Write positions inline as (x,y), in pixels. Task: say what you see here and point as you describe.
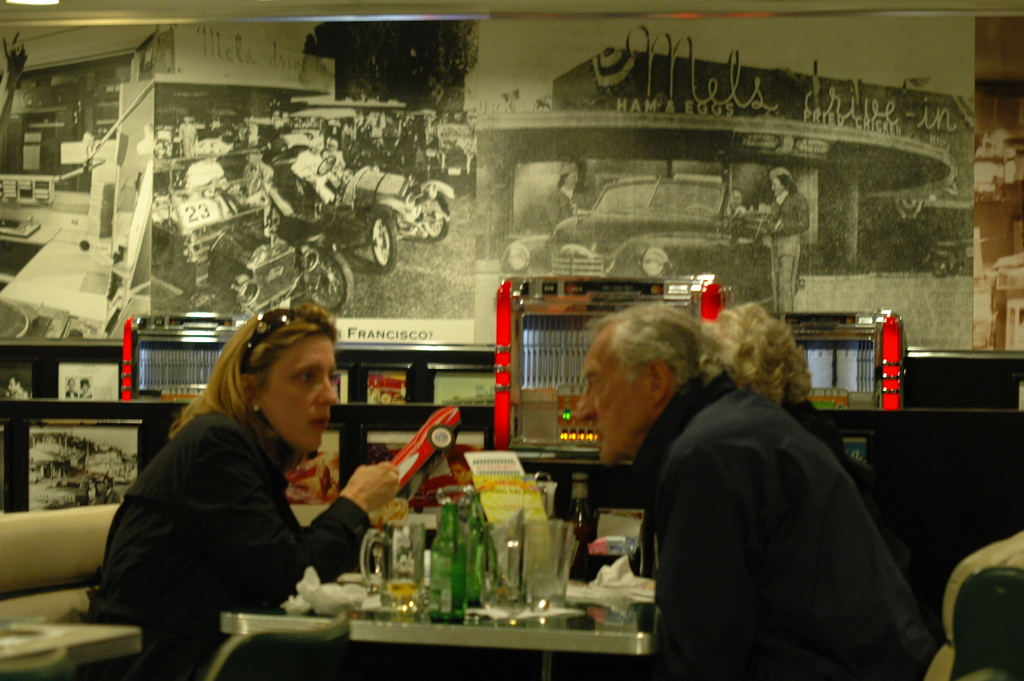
In this image we can see three persons (666,506). In the middle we can see group of objects (588,542) on the surface (536,621). Behind the persons (256,494) we can see few objects (506,385) and posters (413,314). On the posters (461,240) we can see few vehicles (624,194) and persons (770,220).
